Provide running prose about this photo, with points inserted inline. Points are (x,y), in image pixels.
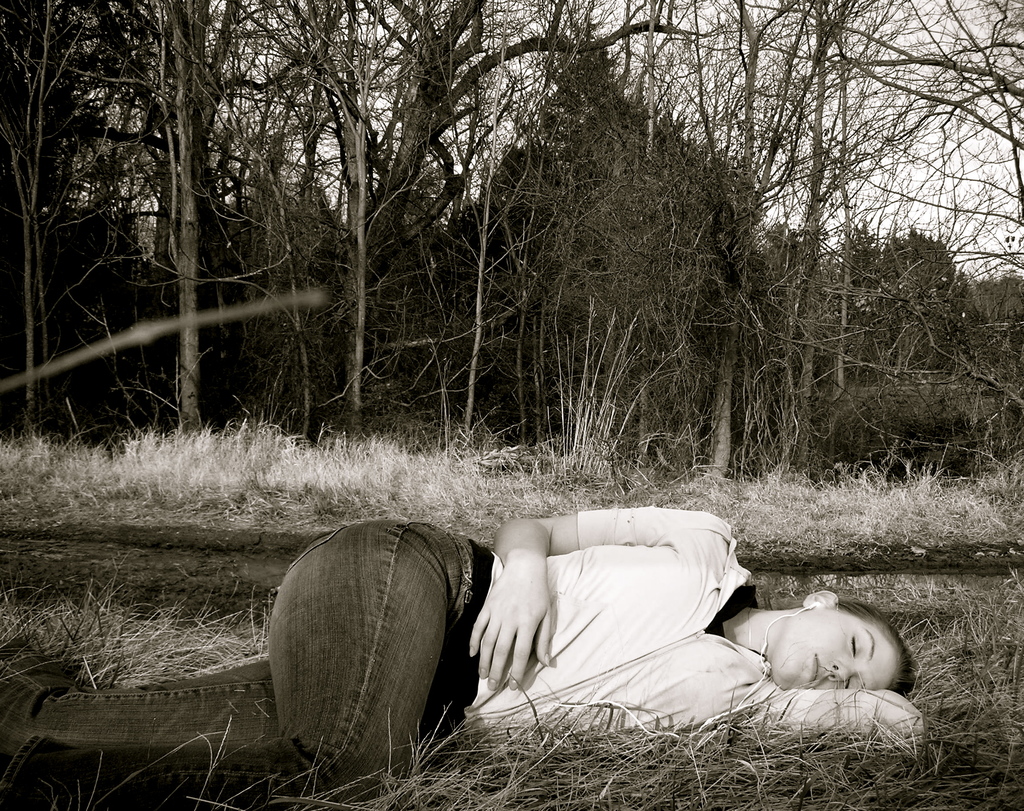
This picture shows a woman (430,663) sleeping on the ground (261,622) and we see grass (459,797) and trees (538,324).
